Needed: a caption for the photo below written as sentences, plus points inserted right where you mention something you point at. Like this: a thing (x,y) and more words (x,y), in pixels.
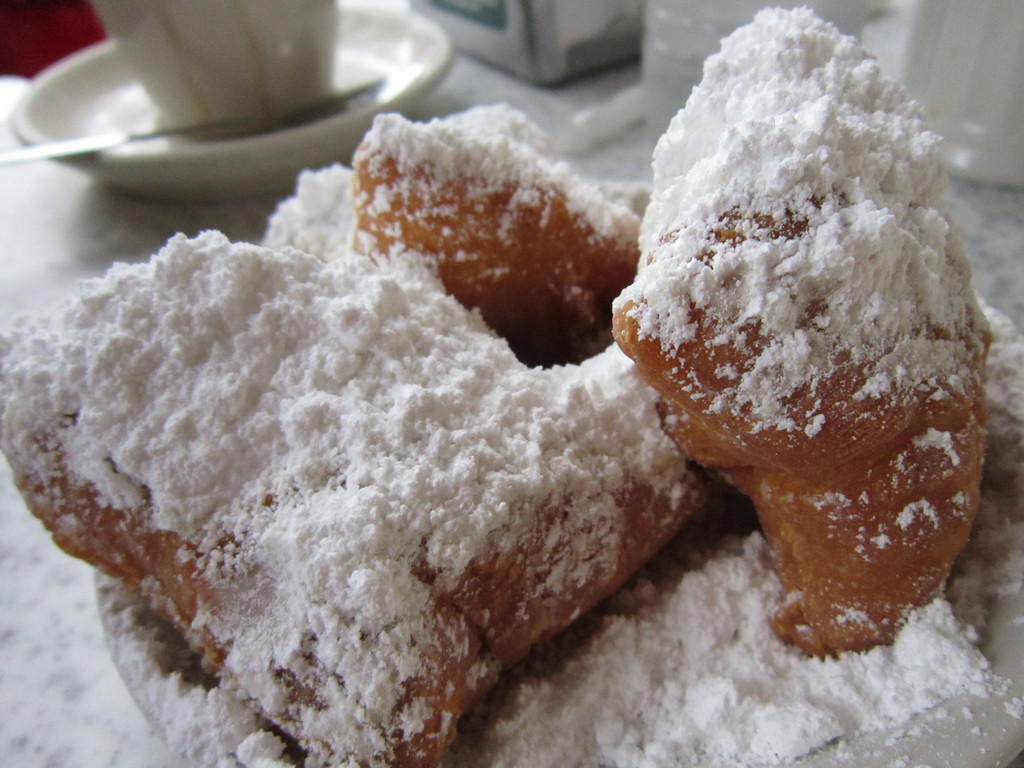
We can see food (508,128), cup (193,80) and few objects (426,76) on the platform (987,198).
